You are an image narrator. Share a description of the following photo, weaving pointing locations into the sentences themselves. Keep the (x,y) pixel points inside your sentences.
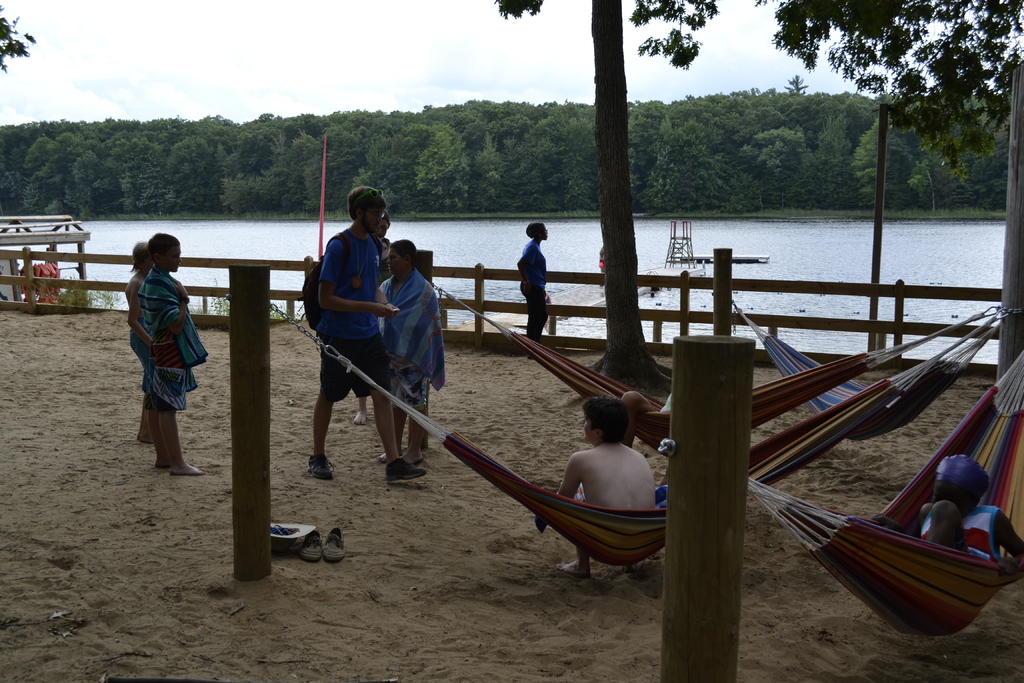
There are three people (616,456) sitting in the hammocks (840,401), which are hanging to the wooden pillars (723,399). I can see few people (352,275) standing. This looks like a wooden fence (84,283). I think this is a lake (240,235) with the water (342,230) flowing. This looks like a wooden platform (580,300). These are the trees (257,168).
